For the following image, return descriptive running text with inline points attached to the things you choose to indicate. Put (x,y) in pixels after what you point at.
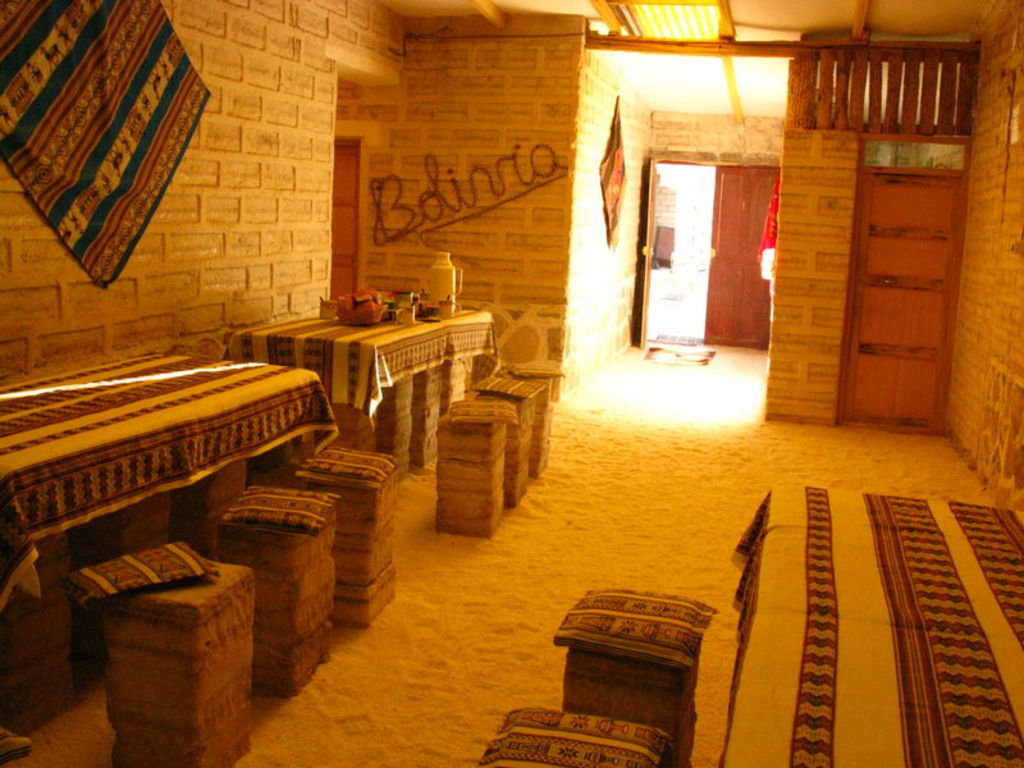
This image is taken in the building (597,314). In this image there are tables (333,321) and stools (584,699). We can see cushions (188,568) and blankets (872,603). There are things (423,299) placed on the table (431,320). In the background (68,110) there are decors (130,212) placed on the wall (504,284). There is a door (929,376).
